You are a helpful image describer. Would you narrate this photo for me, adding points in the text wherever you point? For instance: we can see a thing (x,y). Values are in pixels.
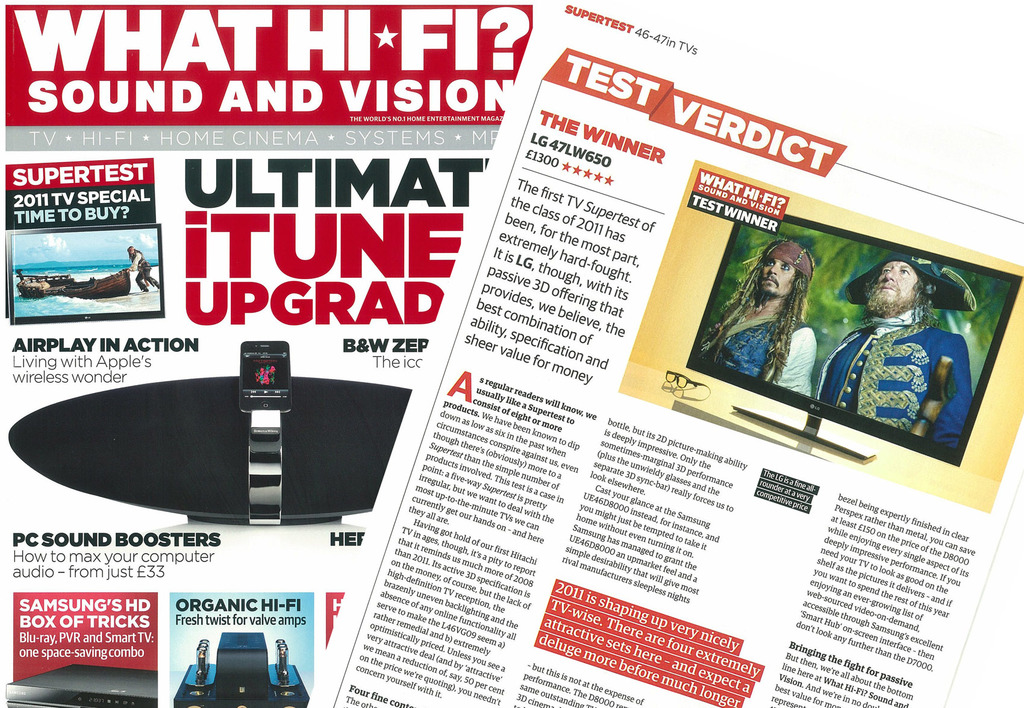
In this Image I can see few pamphlets (213,159) and something is written on it. I can see few screens (774,318) and some objects (248,356). Background (912,44) is in white color.
